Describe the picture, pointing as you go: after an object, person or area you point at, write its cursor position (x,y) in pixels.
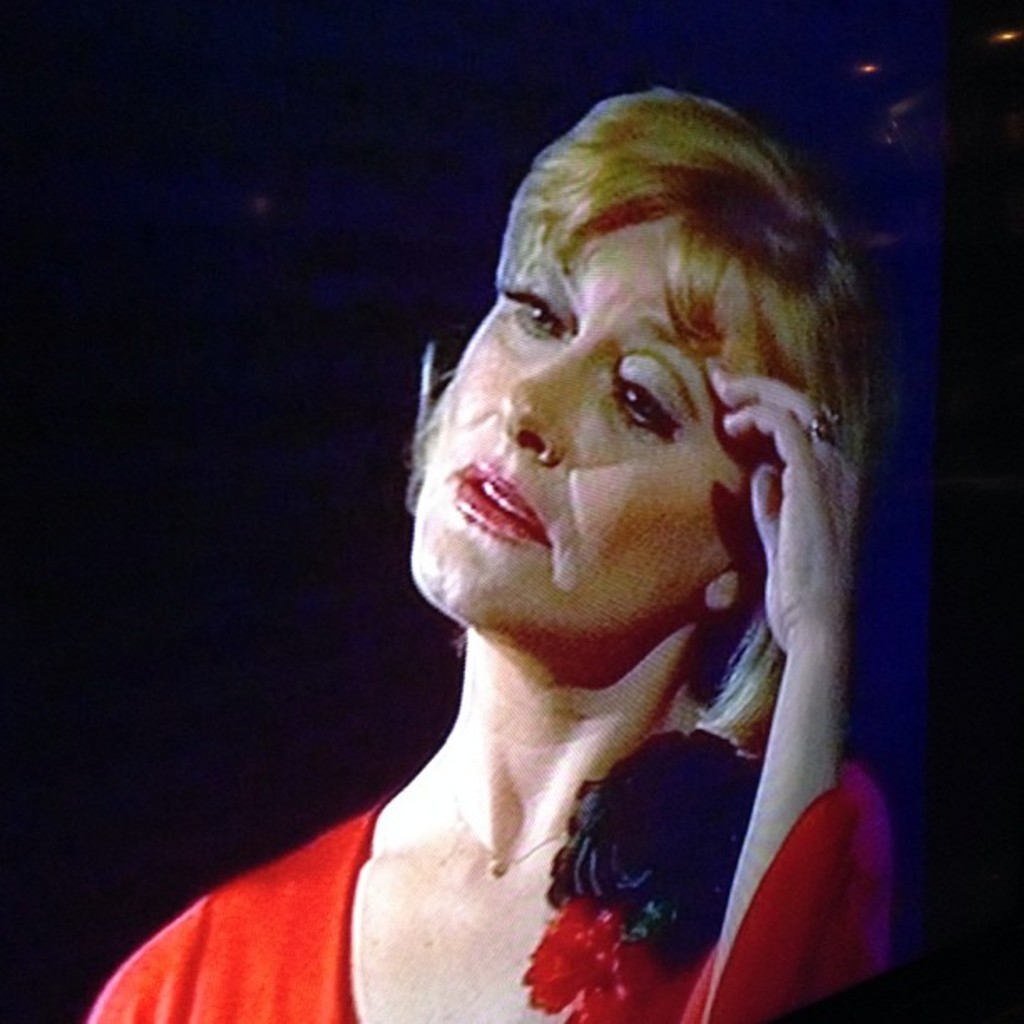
In this image I can see a woman (615,796) and I can see she is wearing an orange colour top (278,938). I can also see a black colour thing (621,844) in her shoulder (661,751).
